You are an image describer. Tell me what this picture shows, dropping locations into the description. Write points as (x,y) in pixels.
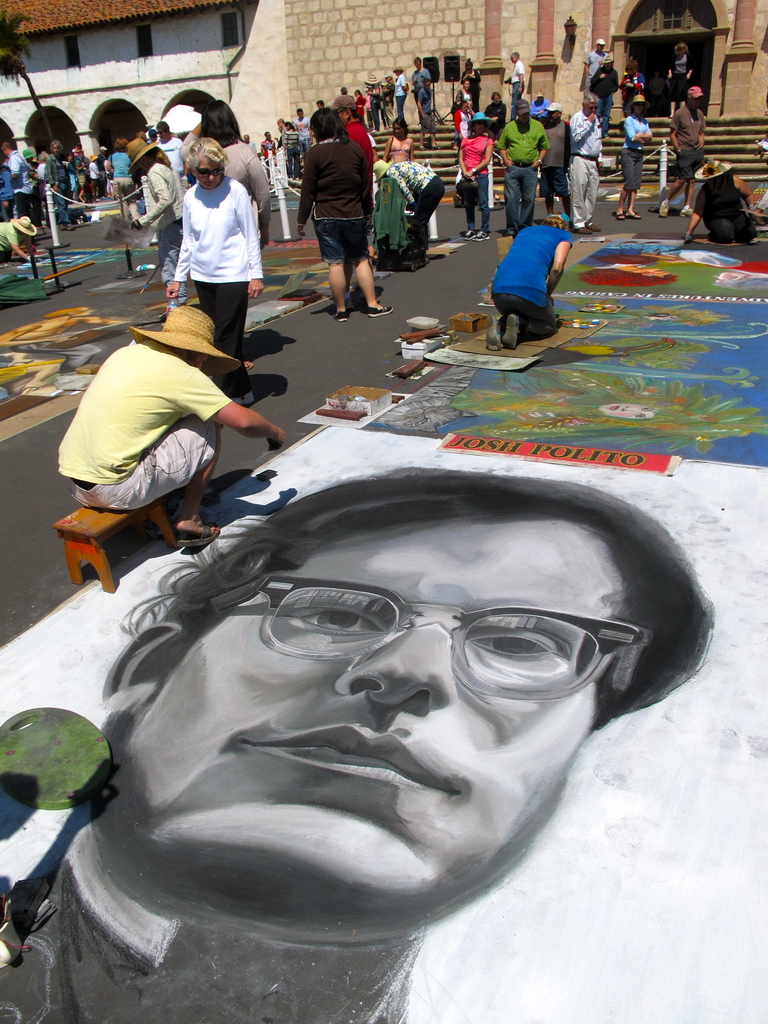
In this image there are paintings (356,809) on the road (328,371), there is a person (113,490) sitting on the stool (124,524), a person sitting on his knees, papers (458,344), boxes (475,323) and some objects (432,326) on the road (346,336), and at the background (211,73) there are group of people (224,161) standing, staircase (741,146), building (180,29), tree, poles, chains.
